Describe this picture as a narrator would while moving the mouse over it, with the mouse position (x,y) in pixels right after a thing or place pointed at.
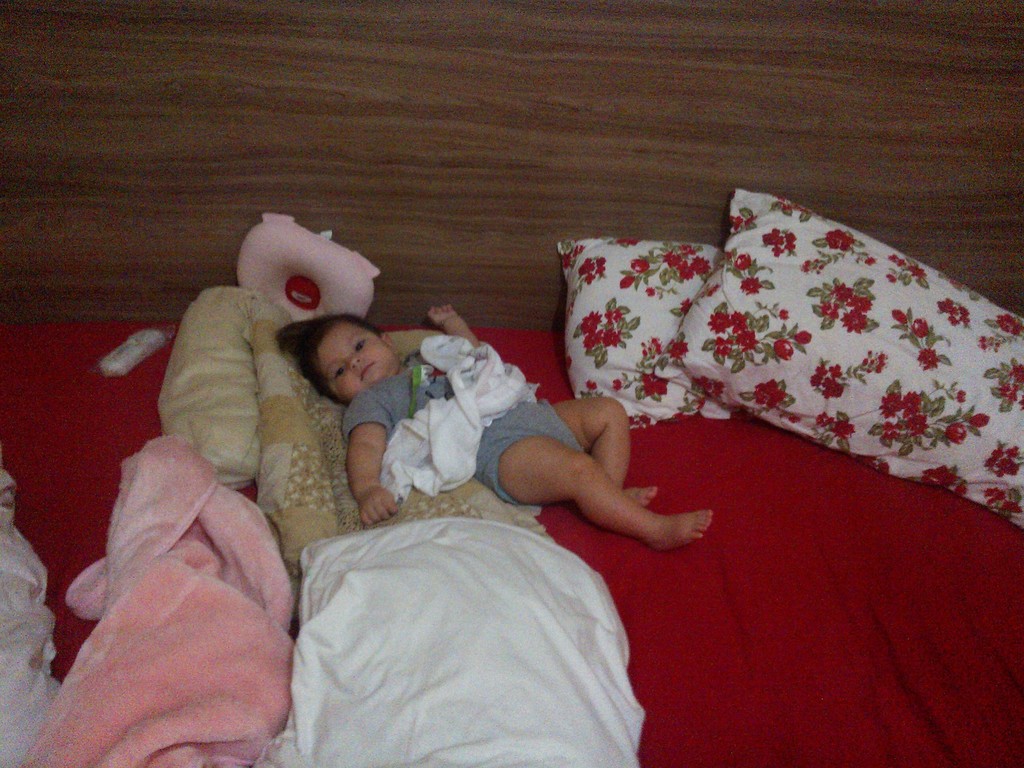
In this image there is a baby (529,452) on a bed (502,593), around the baby (505,427) there are blankets (234,711) and pillows (856,372), in the background (1003,97) there is a wooden wall (584,70).
